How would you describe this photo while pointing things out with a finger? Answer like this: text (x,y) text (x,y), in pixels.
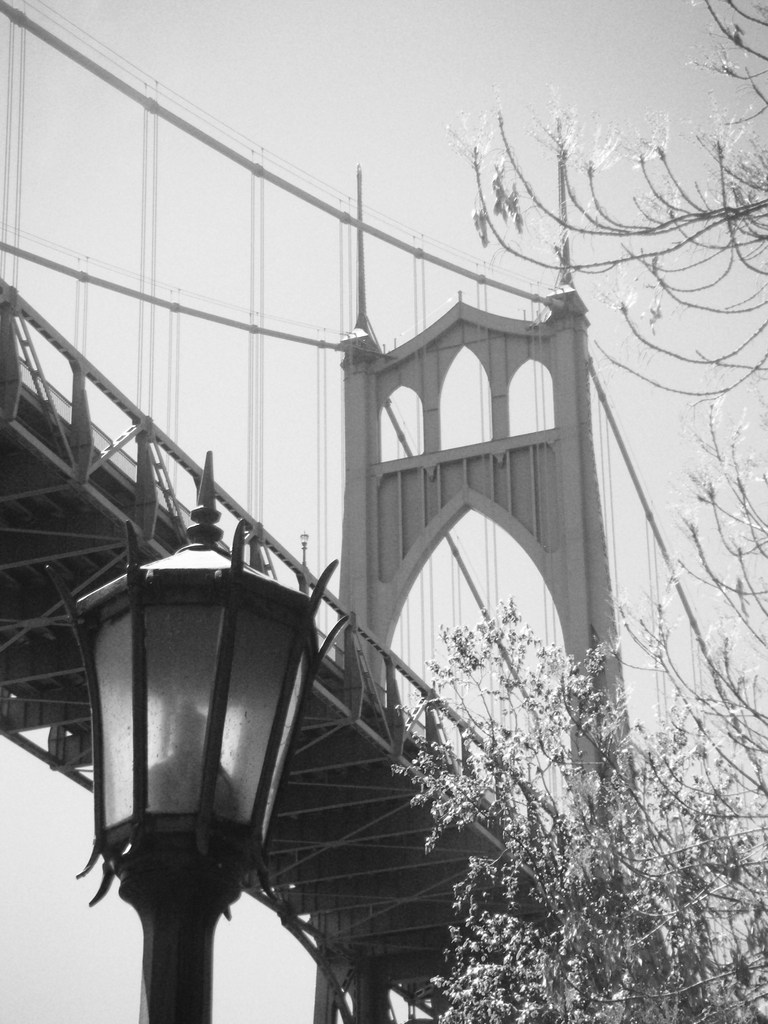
In this picture we can see a old image of the suspension bridge (324,751). In the front (158,840) bottom side there is a black color lamp post (195,912). On the right corner (684,765) there is a tree (684,802).
